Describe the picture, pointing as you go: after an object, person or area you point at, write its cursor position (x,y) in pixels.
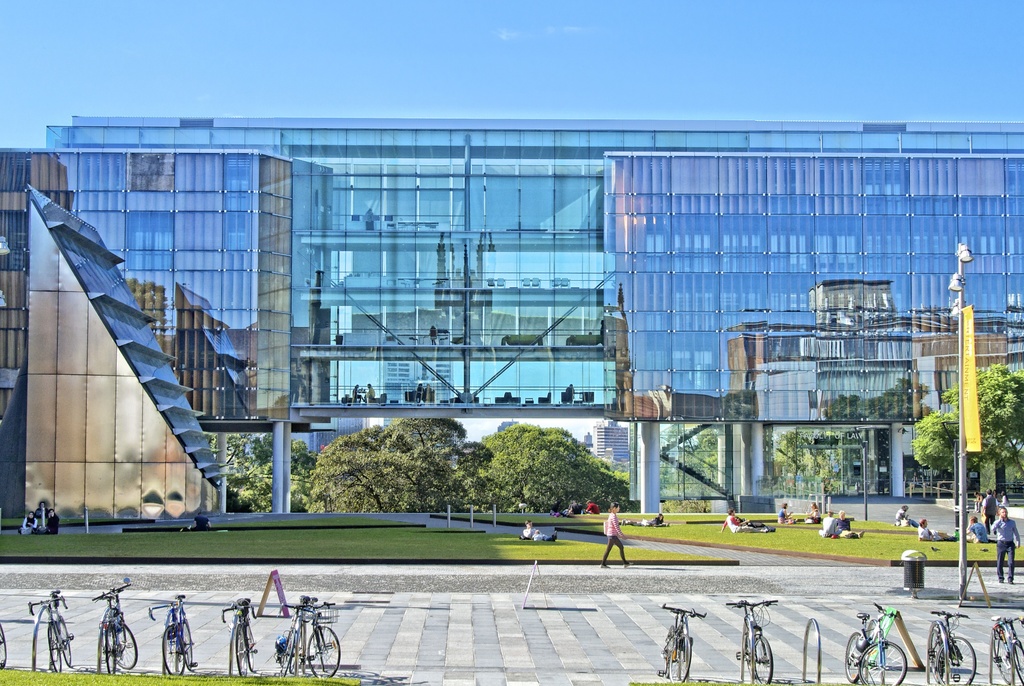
In this image, I can see a building (230,235) with the glass doors (330,286). These are the pillars (652,499). I can see few people (533,537) sitting and few people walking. These are the bicycles (687,651), which are parked. This looks like a banner (974,400), which is hanging to a pole (965,493). I can see the trees (529,483). This is the grass (280,544). This looks like a pathway (541,614). Here is the sky (337,113).
